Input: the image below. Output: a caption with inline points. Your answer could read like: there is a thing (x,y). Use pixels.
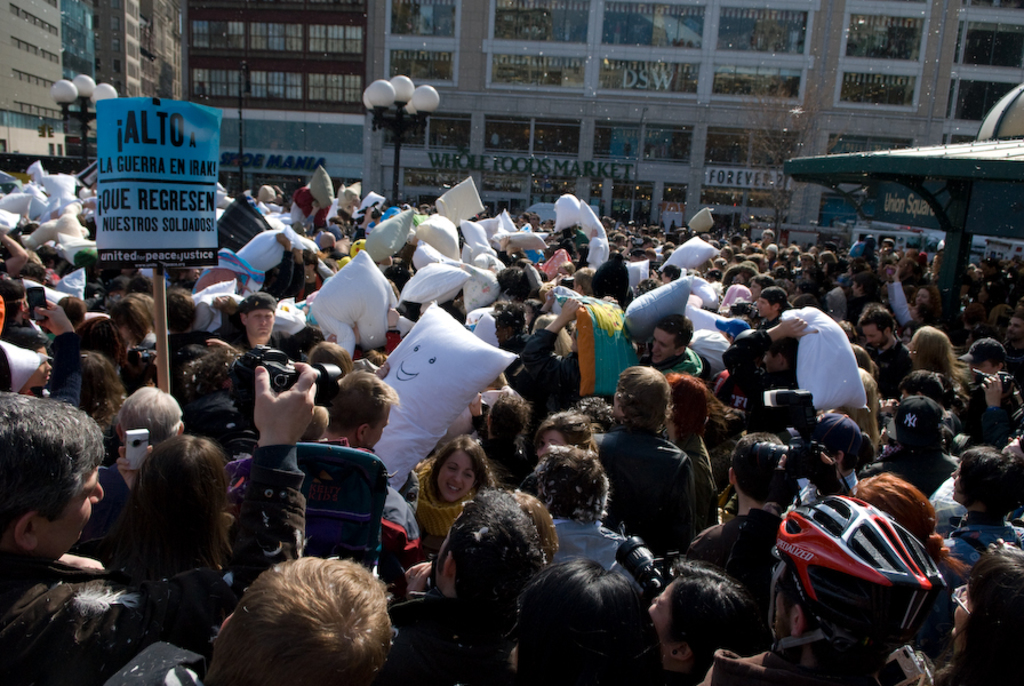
In this picture we can see many people (792,657) are standing and holding objects (825,351) in their hands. There are few street lights (388,101) and some buildings (738,63) in the background (934,117).
